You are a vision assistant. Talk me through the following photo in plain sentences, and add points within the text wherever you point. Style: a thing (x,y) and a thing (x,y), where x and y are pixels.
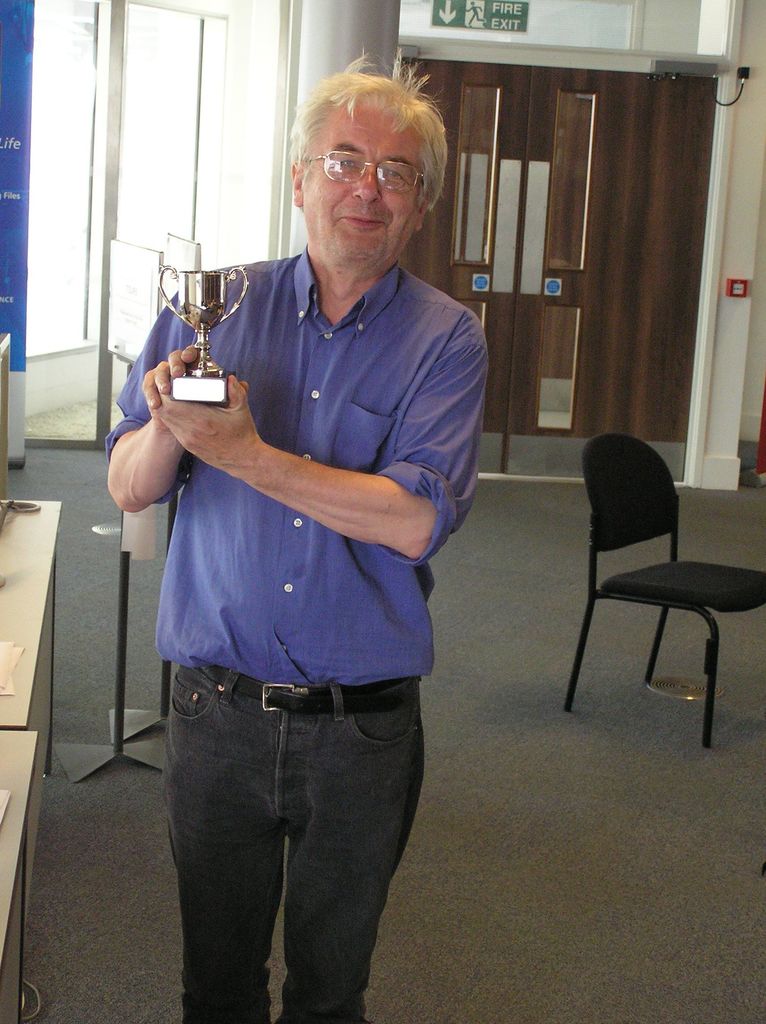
This man (373,604) is standing and holding a trophy (202,320). This is door (536,148). Above the door (536,148) there is a sign board (454,19). We can able to see chair (700,584) and table (23,686).
